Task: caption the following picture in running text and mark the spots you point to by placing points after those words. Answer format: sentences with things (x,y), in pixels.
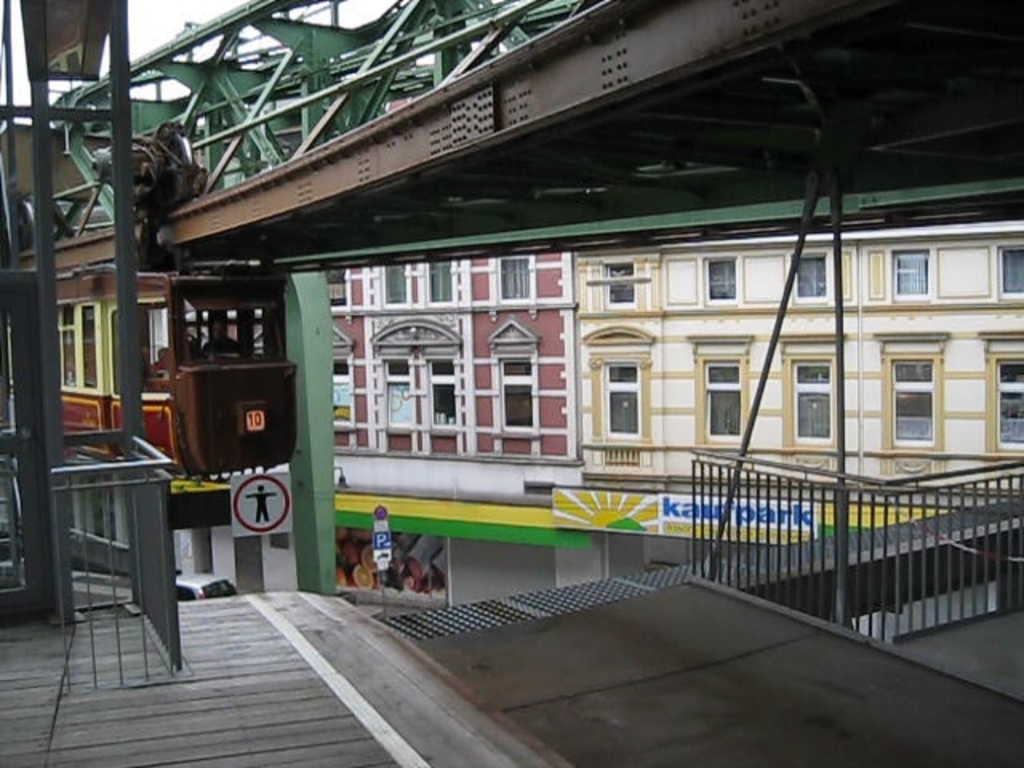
in this picture there is a bridge (440,100) at the top side of the image (597,94) and there is a train (157,144) on the left side of the image (264,375) and there is a boundary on the right side of the image (739,535) and there are buildings (989,451) in the background area of the image (579,472), there are windows (1020,275) on the buildings (685,495) and there are shops (546,527) at the bottom side of the image (626,549).
